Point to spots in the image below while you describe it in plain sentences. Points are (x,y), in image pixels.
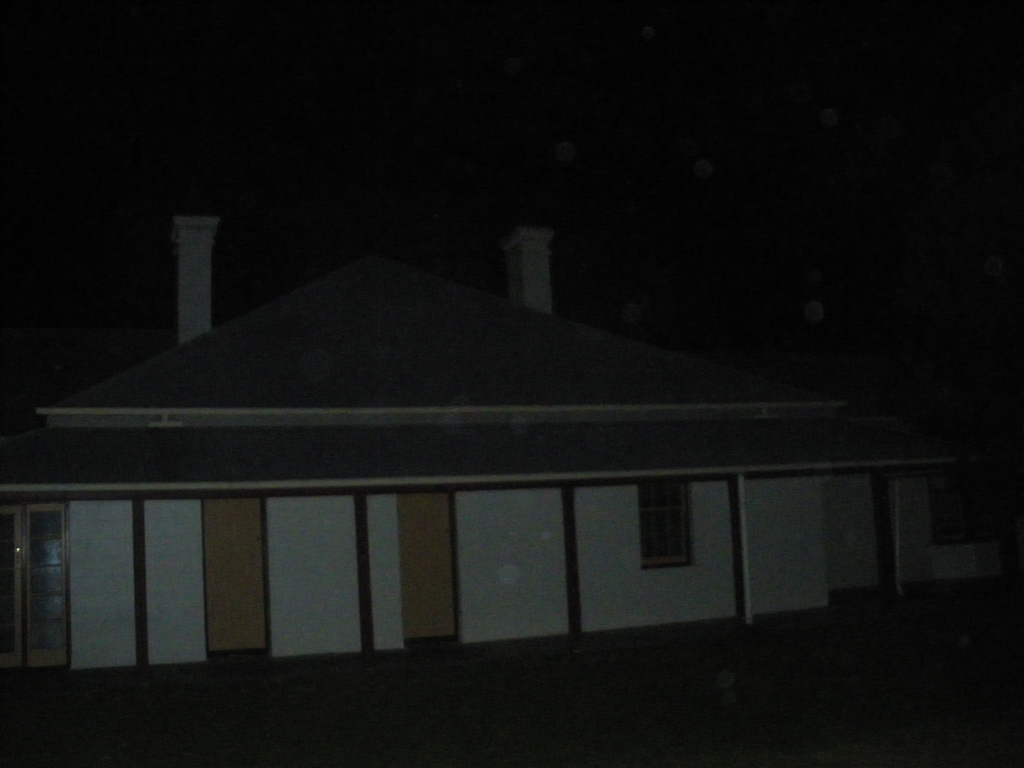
The image is taken in the night time in which there is a house (455,411) in the middle (510,454). On the left side (44,545) bottom there is a door (48,568). On the right side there is a window (647,536) to the wall (616,537).
